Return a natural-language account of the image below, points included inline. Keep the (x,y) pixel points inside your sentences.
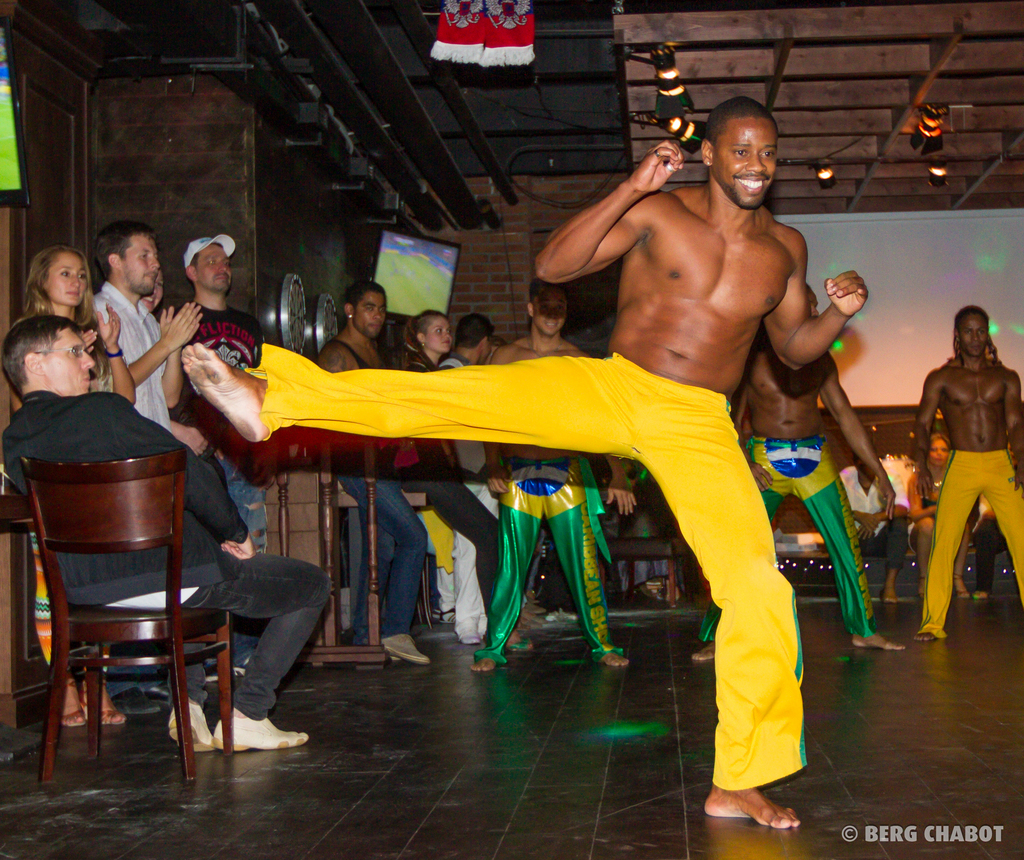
In this image there is a person (740,324) standing with one leg (560,424), in the background (125,337) there are few people (469,322) standing, on the left (151,453) a man (143,589) sitting on chair (160,624), in the background (135,144) there is a wall (549,209) to that wall (537,245) there is a monitor (409,255), at the top there is ceiling (912,116) and lights (935,141), in the bottom right (884,828) there is text (921,828).
